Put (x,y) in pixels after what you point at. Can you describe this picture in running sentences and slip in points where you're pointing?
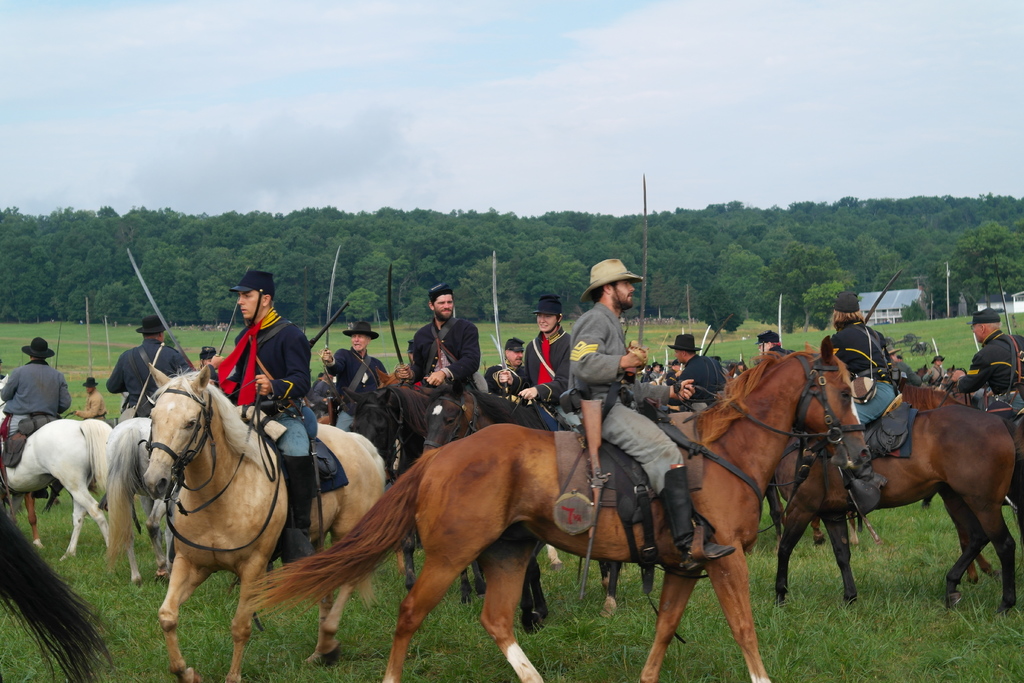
In this image, I can see a group of people (255,336) holding the swords (499,340) and sitting on the horses (749,508). At the bottom of the image (733,652), I can see the grass (687,621). In the background (831,250), there are trees (935,307), buildings (996,305) and the sky (140,95).
